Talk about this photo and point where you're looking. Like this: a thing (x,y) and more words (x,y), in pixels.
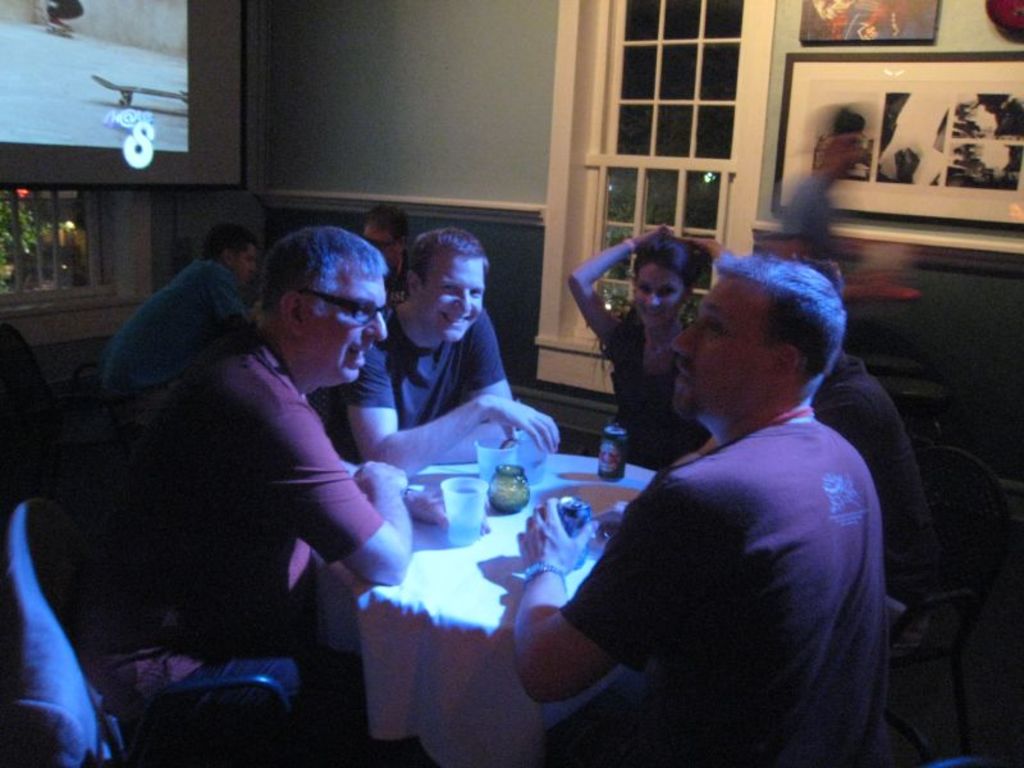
In this image I can see few persons (253,442) are sitting on chairs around a table (484,648) and on the table (482,633) I can see a white colored cloth (419,618), few glasses (469,540) and few other objects (624,461). In the background (340,221) I can see few other persons (203,257) sitting, the wall (373,197), few photo frames (972,83) attached to the wall (878,50), the window (705,137), the projection screen (98,135) and few trees (7,216).
